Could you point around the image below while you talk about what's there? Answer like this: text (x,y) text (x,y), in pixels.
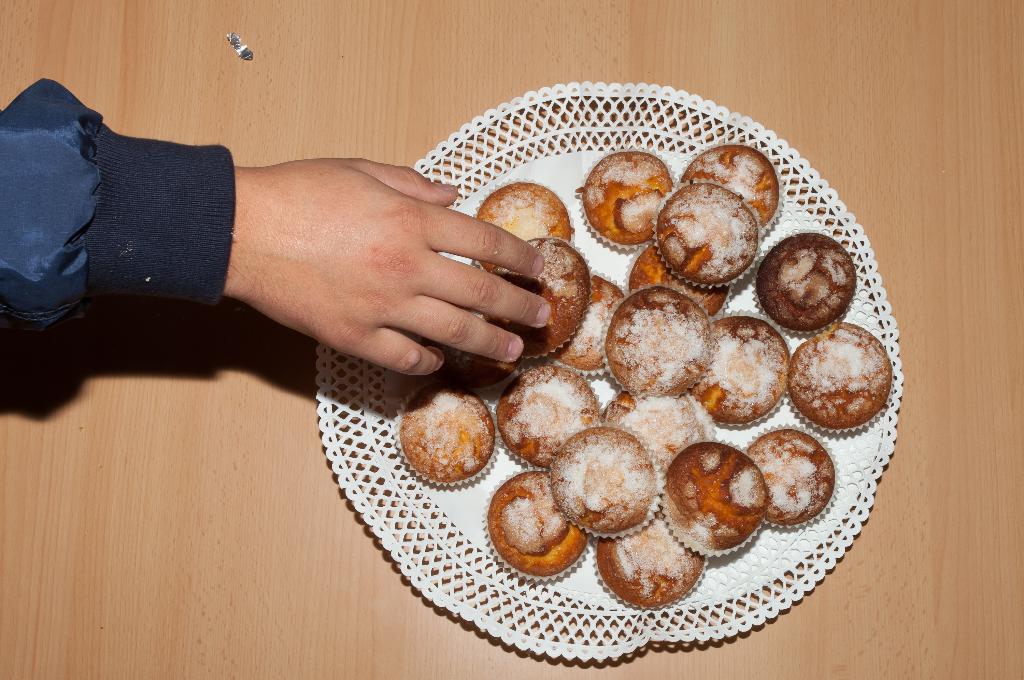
In this image I can see in the middle (628,248) it looks like there are muffins (653,380) in a plate (601,388). On the left side (321,294) there is the human hand (340,287).
